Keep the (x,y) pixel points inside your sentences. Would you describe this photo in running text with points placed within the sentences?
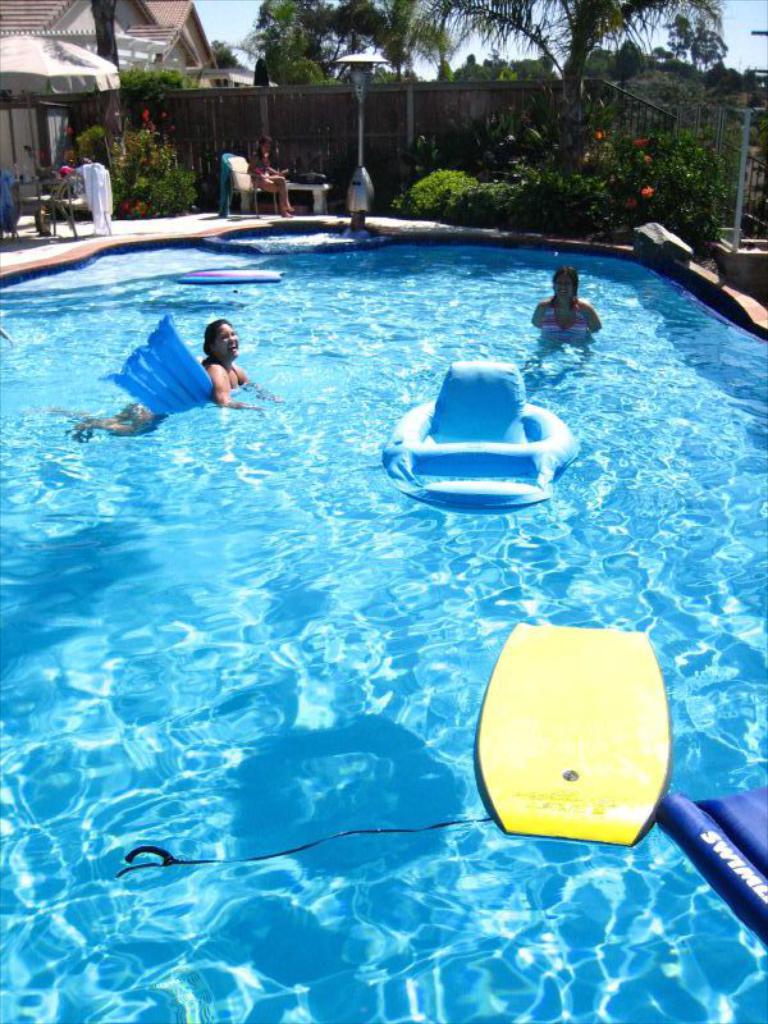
In this image we can see two people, some swim beds (603,645) in the swimming pool (333,532), there is a person (256,160) sitting on a chair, a pole (360,112), few chairs (74,197), tables (300,195), few flowers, a building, trees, and the sky (253,7).
